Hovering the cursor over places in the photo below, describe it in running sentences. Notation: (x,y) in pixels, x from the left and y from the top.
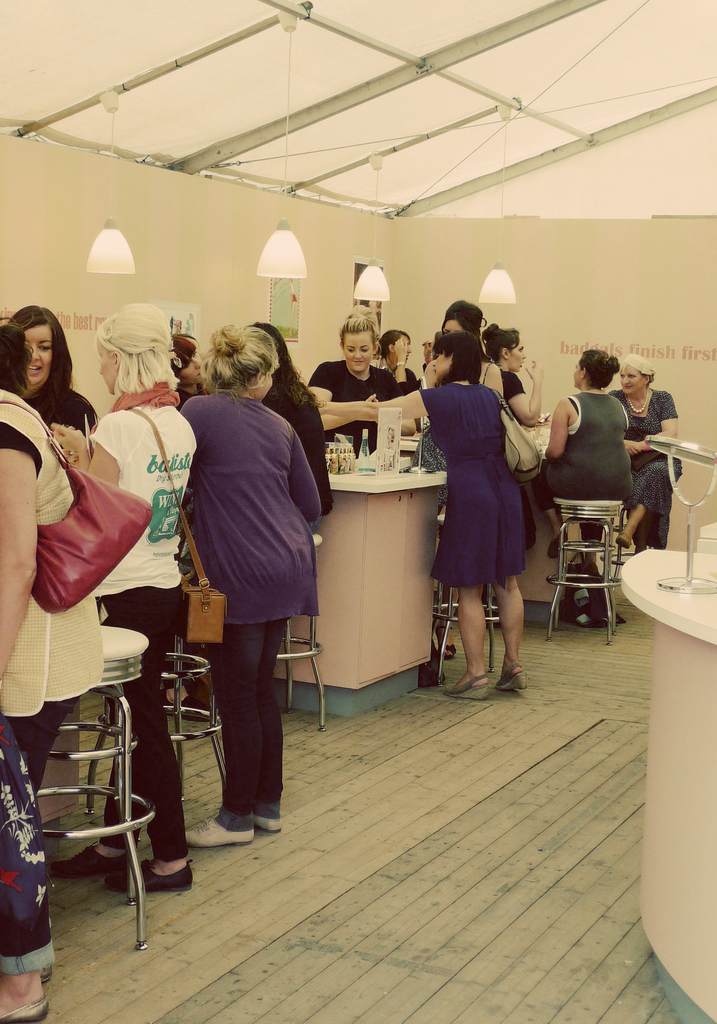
The image is inside the room (579,666). In the image there group of people (273,454) standing in front of a table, on table (332,480) we can see a bottle (364,434), glass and a board (387,437). On right side (591,409) there is a woman (591,473) sitting on chair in front of a table (537,435), we can also see another table (709,563). In background (287,298) there are hoardings (516,272) and few photo frames (295,291) on top (306,77) there is a roof (308,86) with few lights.
